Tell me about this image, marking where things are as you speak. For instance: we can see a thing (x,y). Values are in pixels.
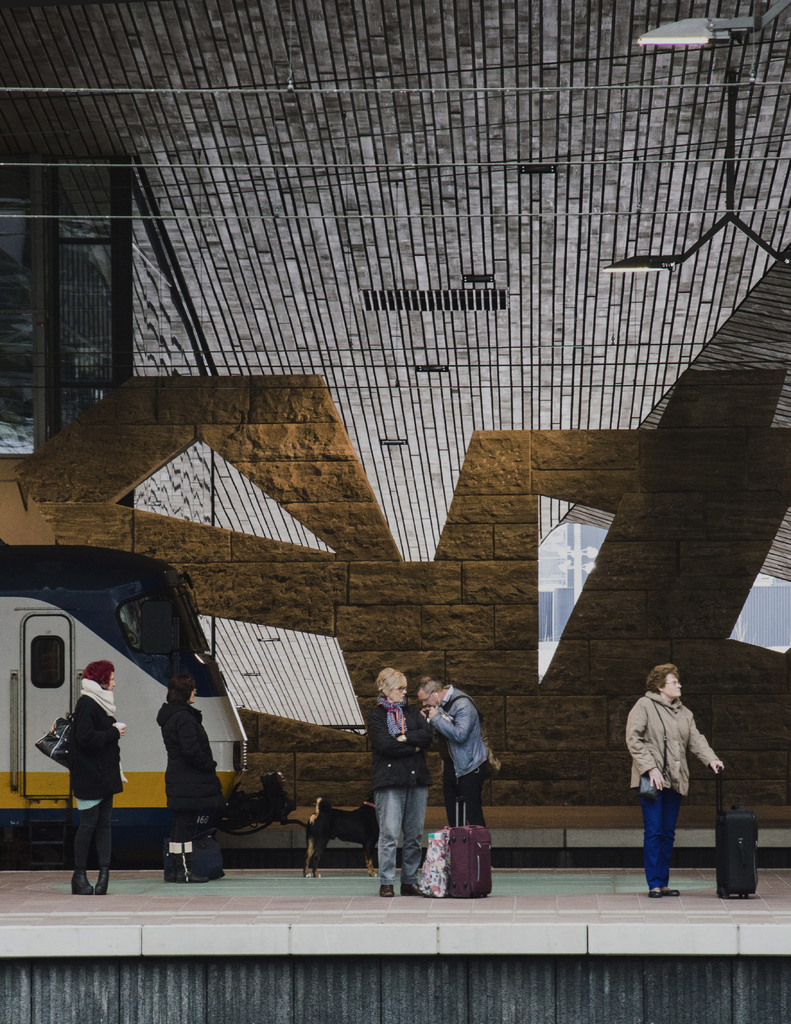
Here, we can see some people (646,811) standing on the platform (641,911), there are some bags (429,872), at the left side (154,774) there is a train (31,746).
